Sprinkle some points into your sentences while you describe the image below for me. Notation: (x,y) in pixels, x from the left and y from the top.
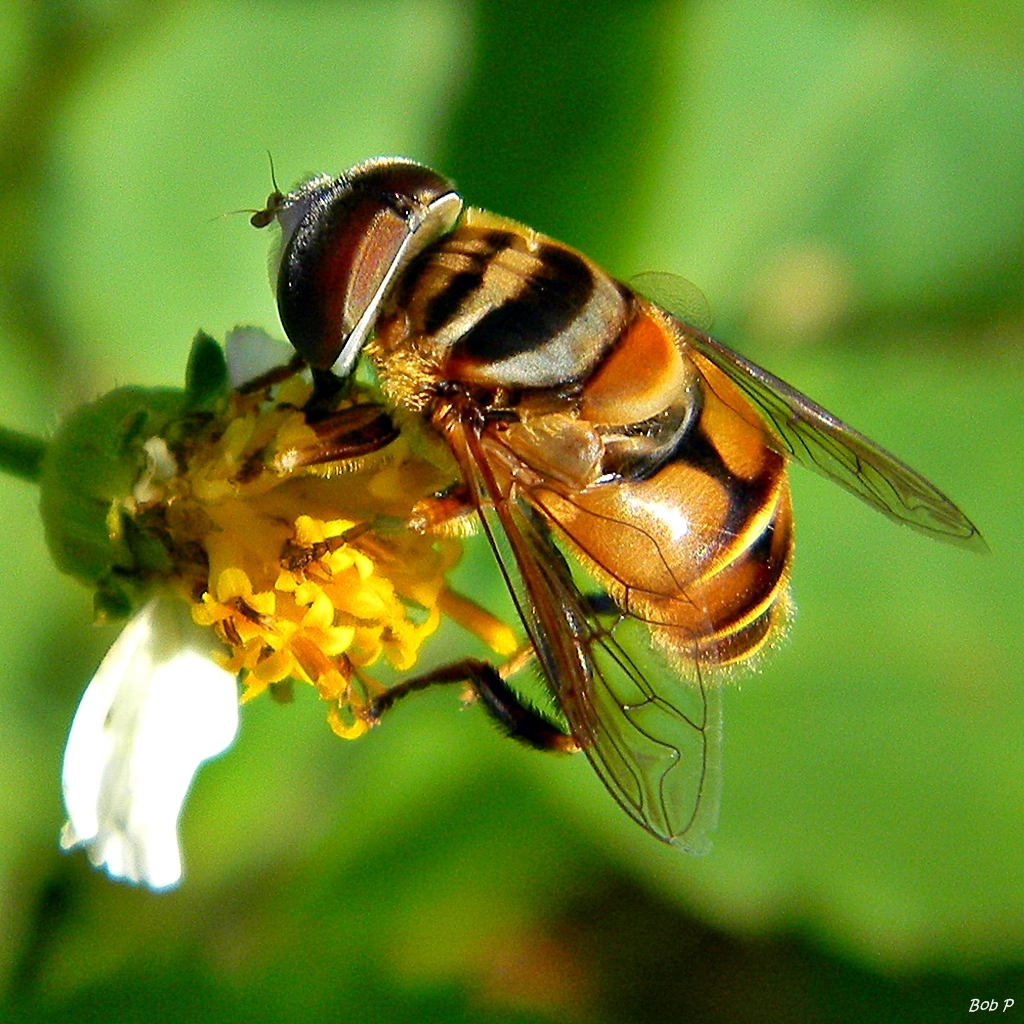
In this picture we can see an insect (579,691) on a flower (250,559). We can see some text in the bottom right (1011,1010). Background (676,975) is blurry.
